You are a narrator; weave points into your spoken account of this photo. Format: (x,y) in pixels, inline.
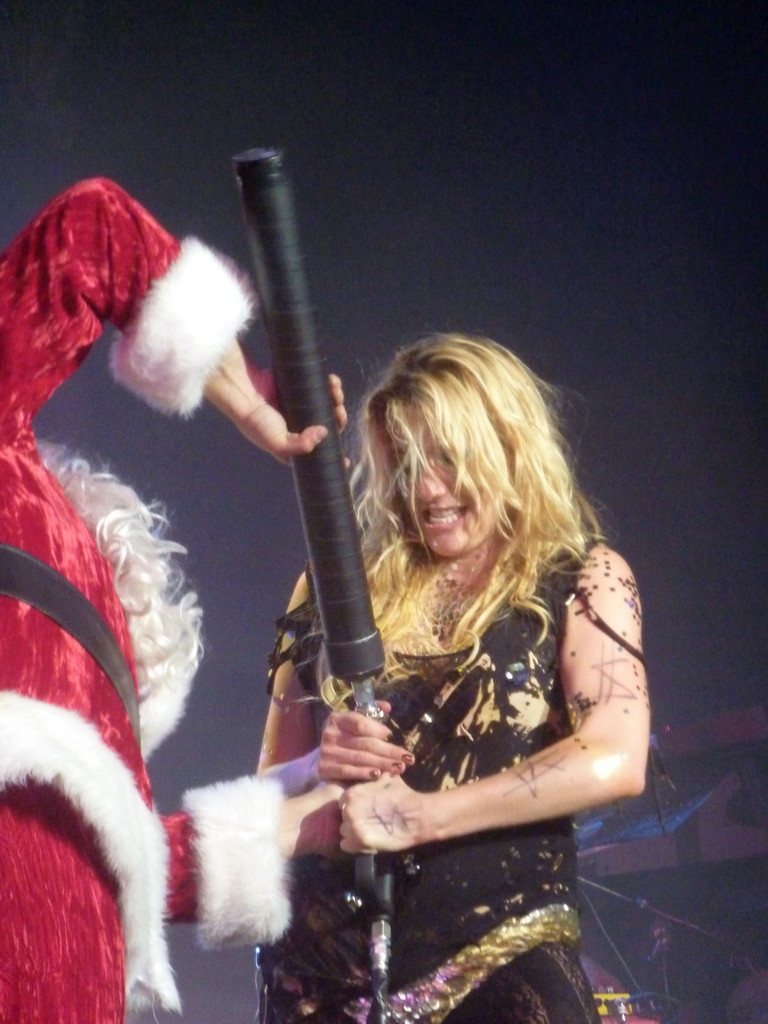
2 people (460,851) are standing holding a black tube (336,537). The person (398,735) at the center (467,520) is wearing a black dress (510,756) and has blonde hair (499,510). The person (27,674) at the left (106,687) is wearing santa claus dress (86,680). There is a dark background (716,635).
